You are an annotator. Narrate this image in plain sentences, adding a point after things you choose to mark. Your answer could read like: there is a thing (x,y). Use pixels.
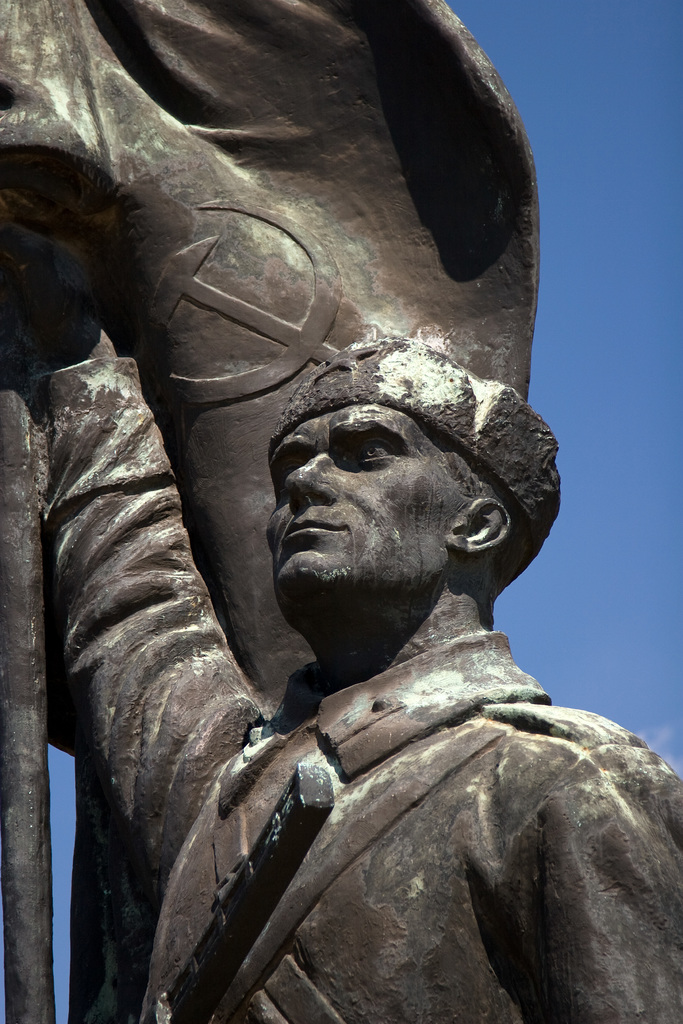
It is a sculpture (230,771) of a man (172,571) holding a flag (241,364).
